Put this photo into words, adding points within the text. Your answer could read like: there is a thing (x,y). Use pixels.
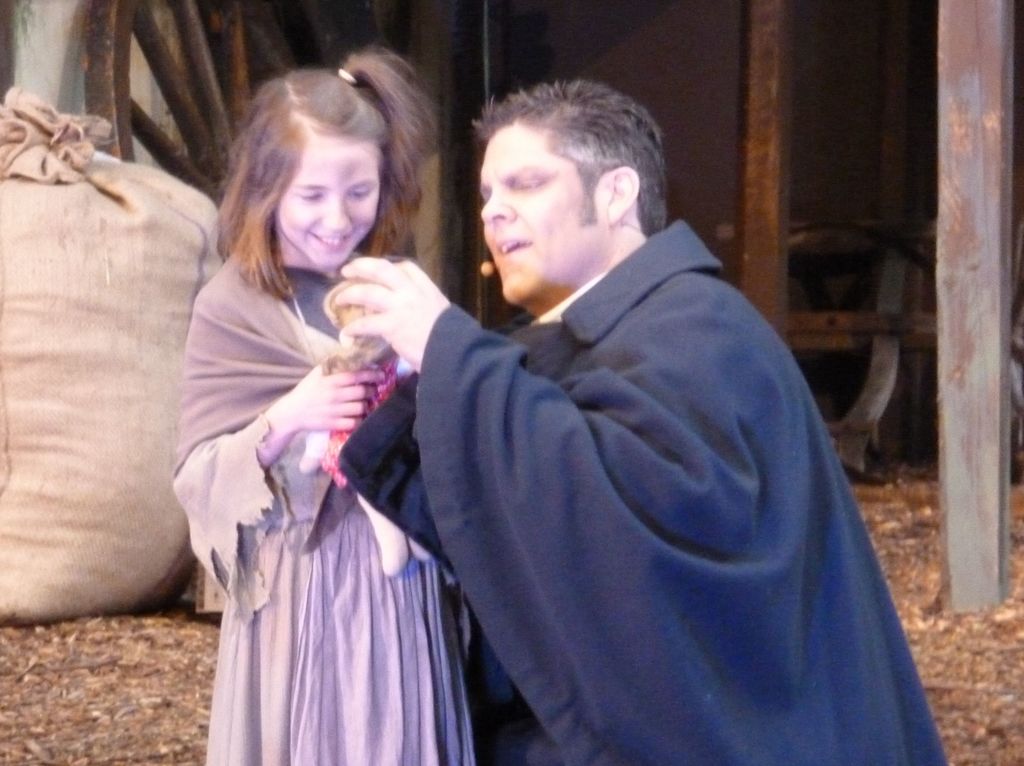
This image consists of two persons (521,484). The man (689,569) is wearing a black coat (786,537). The girl (349,409) is holding a doll (359,315). At the bottom (70,710), there is ground (121,686). In the background (99,465), we can see a bag (157,260) and wooden sticks (967,145).
